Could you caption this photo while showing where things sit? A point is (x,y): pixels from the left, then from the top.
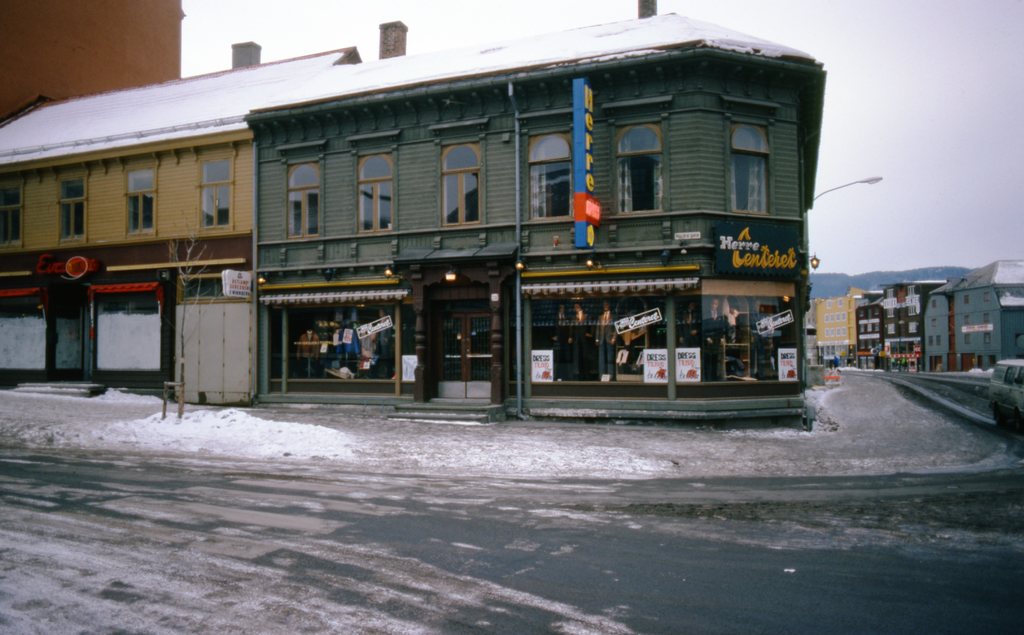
In this image in the center (553,270) there are buildings (229,213) and on the right side (874,293) there are buildings (895,318), mountains (844,294) and the sky (903,98) is cloudy. In the front (761,248) on the building (727,262) there is a board (735,260) with some text (735,260) written on it and there are glasses (364,347) and there is a glass door (459,355).
